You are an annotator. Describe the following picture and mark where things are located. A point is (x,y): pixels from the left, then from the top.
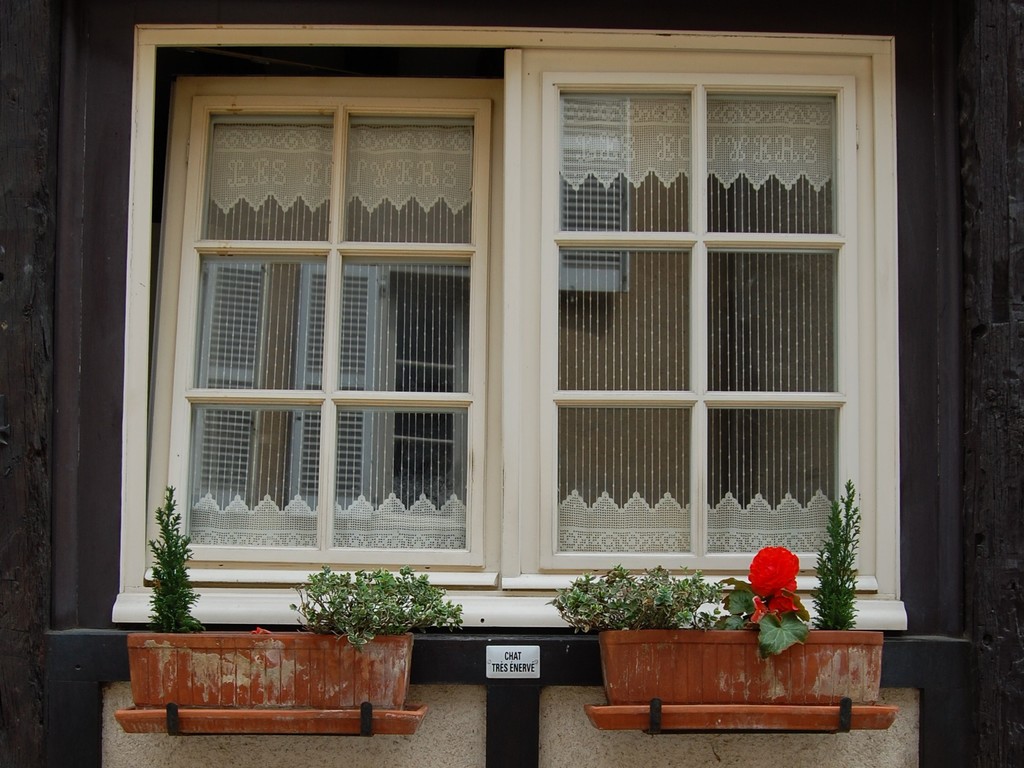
In the image on the wall (44,660) there are white windows (550,254) with curtains (634,141). Below the window (228,610) there are pots (639,656) with plants (755,610) and red flower (782,598). In between the pots (697,678) there is a white object (539,673) and it looks like a paper (498,649).
